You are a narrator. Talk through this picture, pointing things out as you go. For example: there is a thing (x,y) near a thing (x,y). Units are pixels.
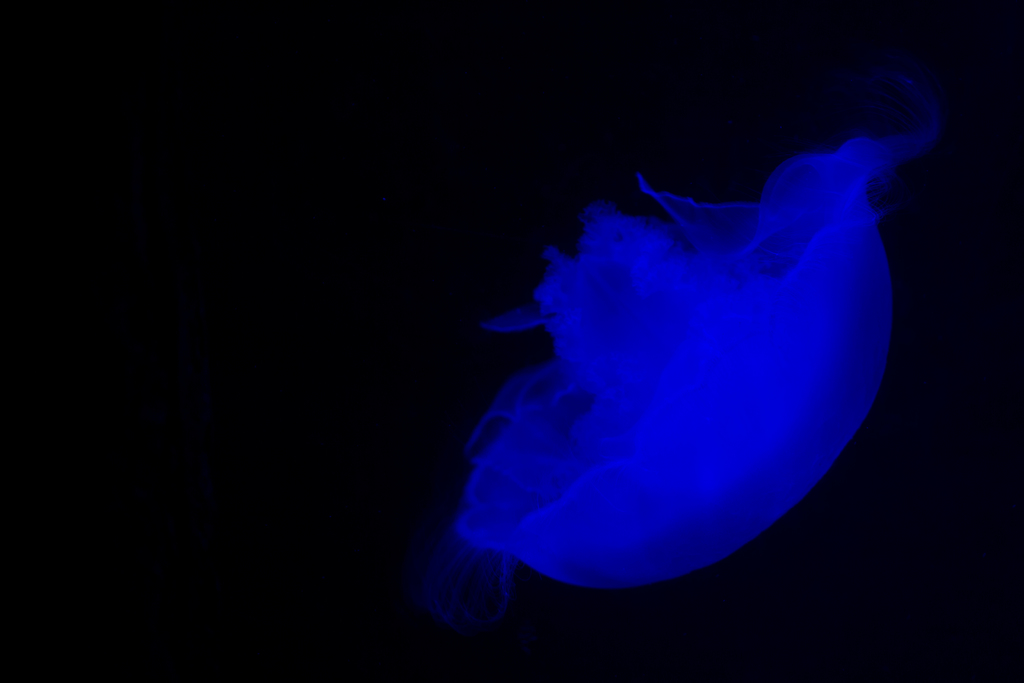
In the picture we can see something (663,398) which is in blue color and there is dark view.
